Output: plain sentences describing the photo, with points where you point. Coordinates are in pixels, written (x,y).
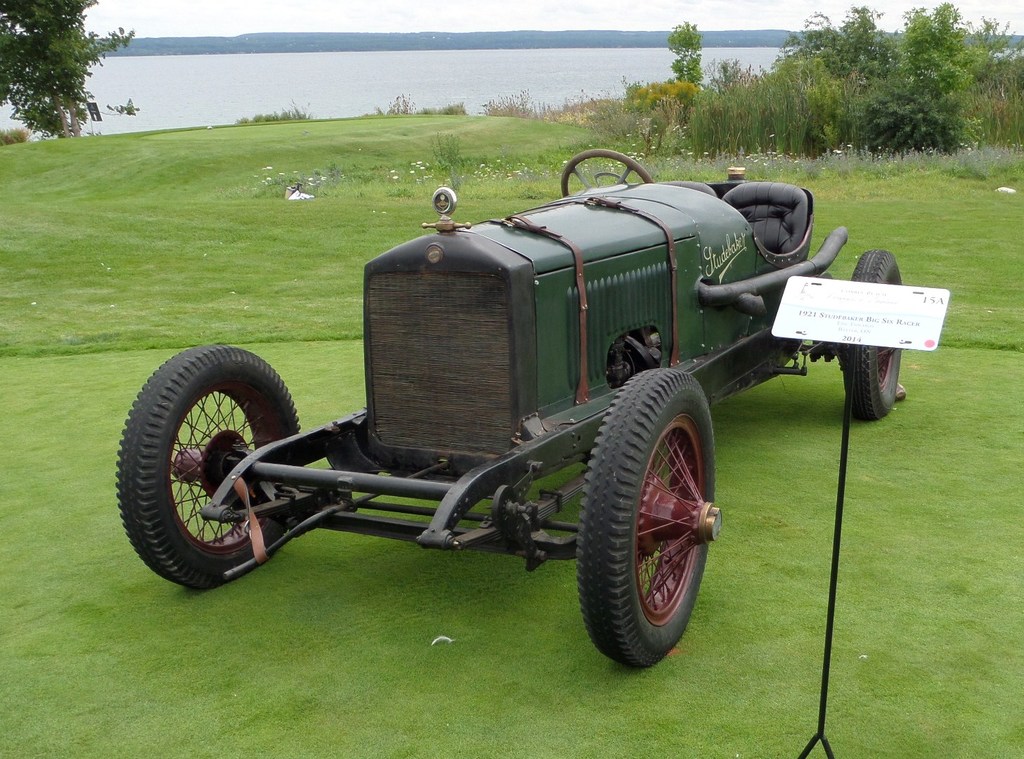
In the foreground of this image (790,345), there is a vehicle (624,635) on the grass (590,670) beside it, there is a board (827,340). In the background (890,93), there are plants (694,113), grass (621,133) and a tree (34,37) on the left (69,75). We can also see water (410,70) and the sky (392,8).
